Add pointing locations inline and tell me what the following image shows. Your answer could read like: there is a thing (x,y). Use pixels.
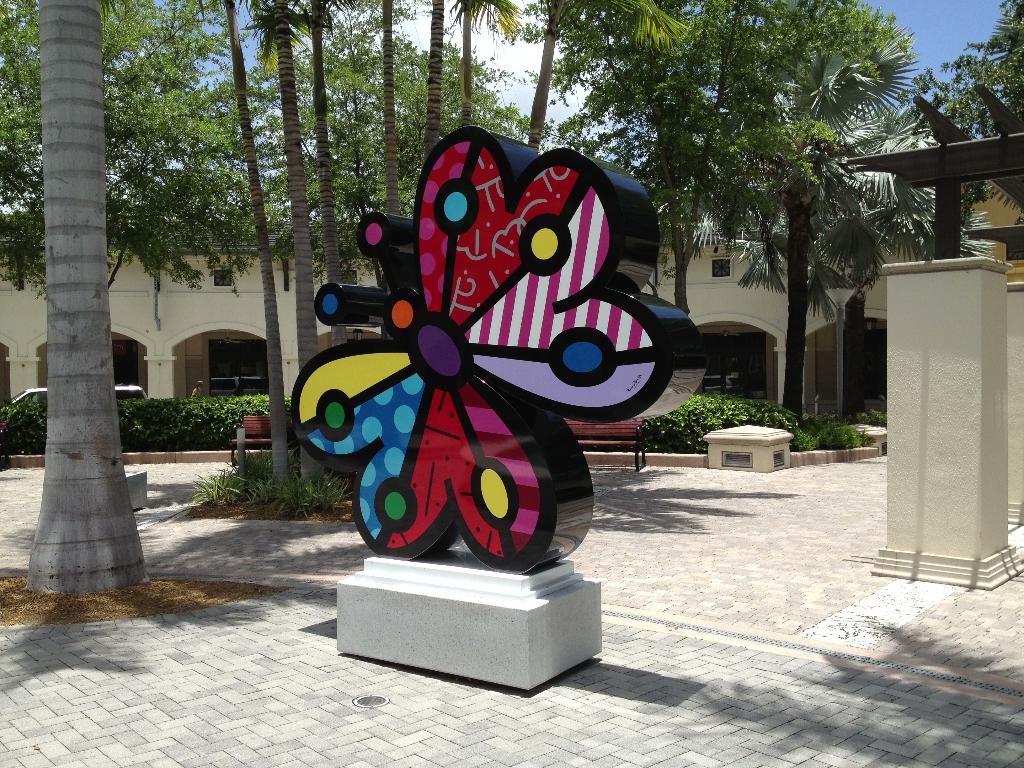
In this picture in the middle (557,325) it looks like a Romero Britto butterfly (557,325), in the background (197,332) there are trees (757,263), bushes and a building (809,329), on the right side (949,461) I can see the pillar (924,413). At the top (520,85) there is the sky (569,109).
